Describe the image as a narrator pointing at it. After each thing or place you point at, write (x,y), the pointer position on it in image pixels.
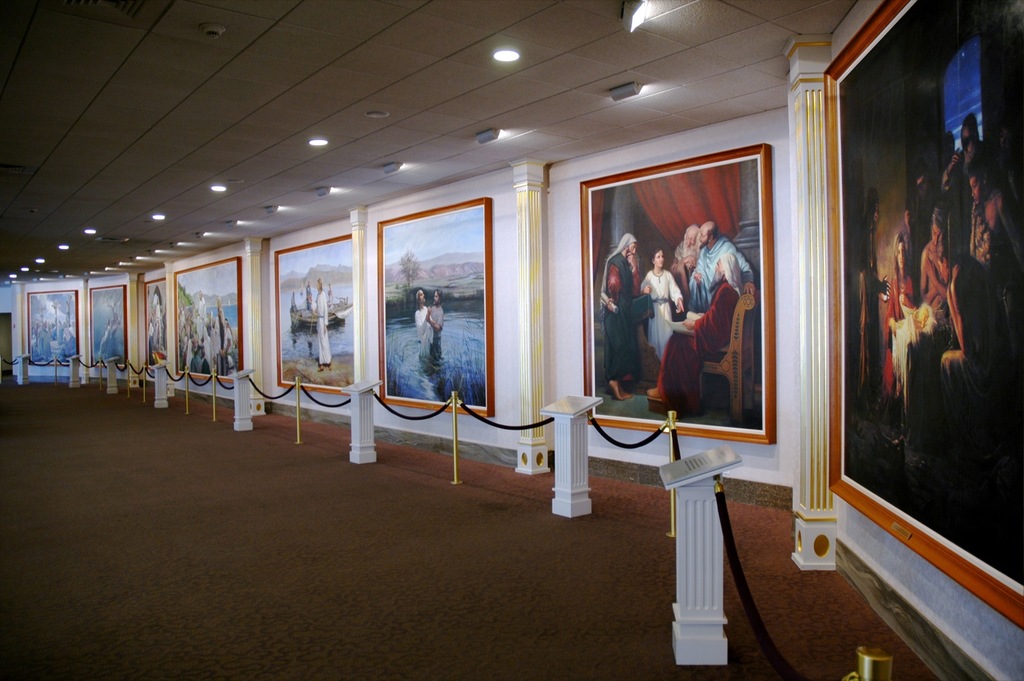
In this image I can see the frames (484,334) to the wall (571,235). In front of the frames (755,389) I can see the rope fence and there are lights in the top (377,111).
